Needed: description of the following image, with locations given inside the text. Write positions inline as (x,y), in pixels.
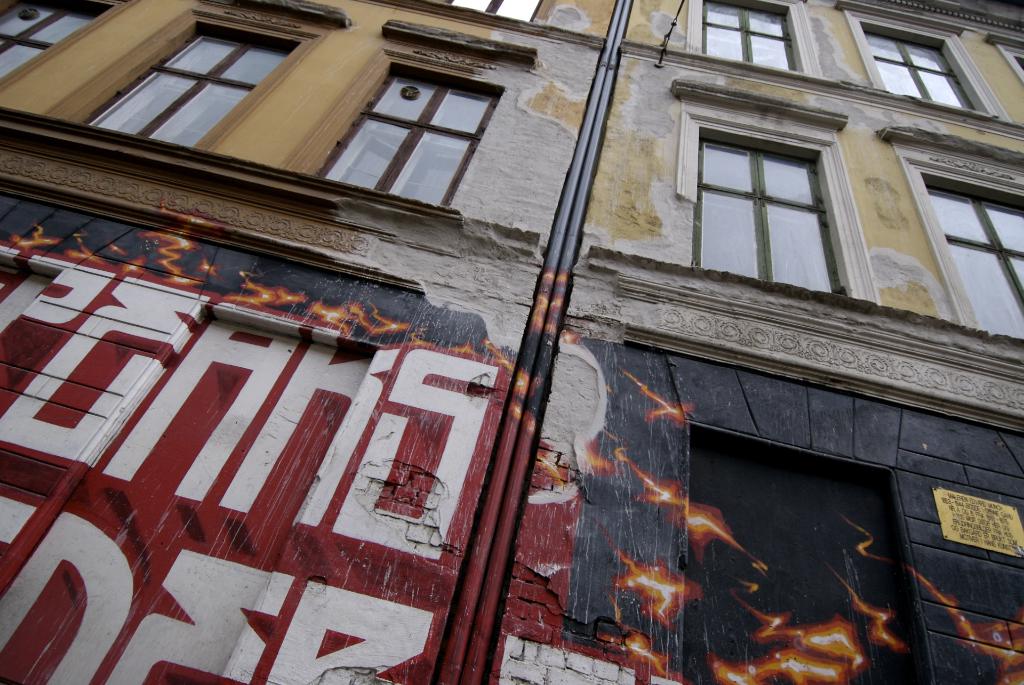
This image consists of a building (577,136) along with windows (705,249). In the front (313,528), we can see the painting (461,479) on the walls (236,433).
